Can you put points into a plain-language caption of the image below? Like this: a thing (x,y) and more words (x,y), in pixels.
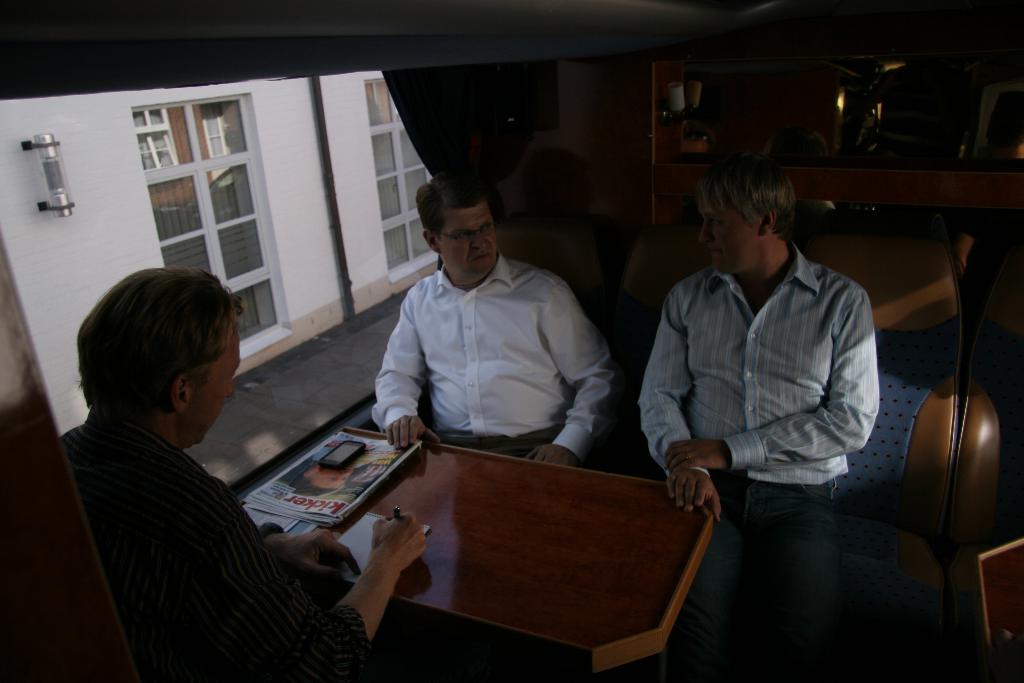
In this picture we can see three men (716,307) sitting on chairs (647,312) in front of a table (578,578) and on the table (433,529) we can see magazines (370,485) and mobile (335,452). Background (725,136) is very dark. Here we can see house (238,184) with windows (248,197).
